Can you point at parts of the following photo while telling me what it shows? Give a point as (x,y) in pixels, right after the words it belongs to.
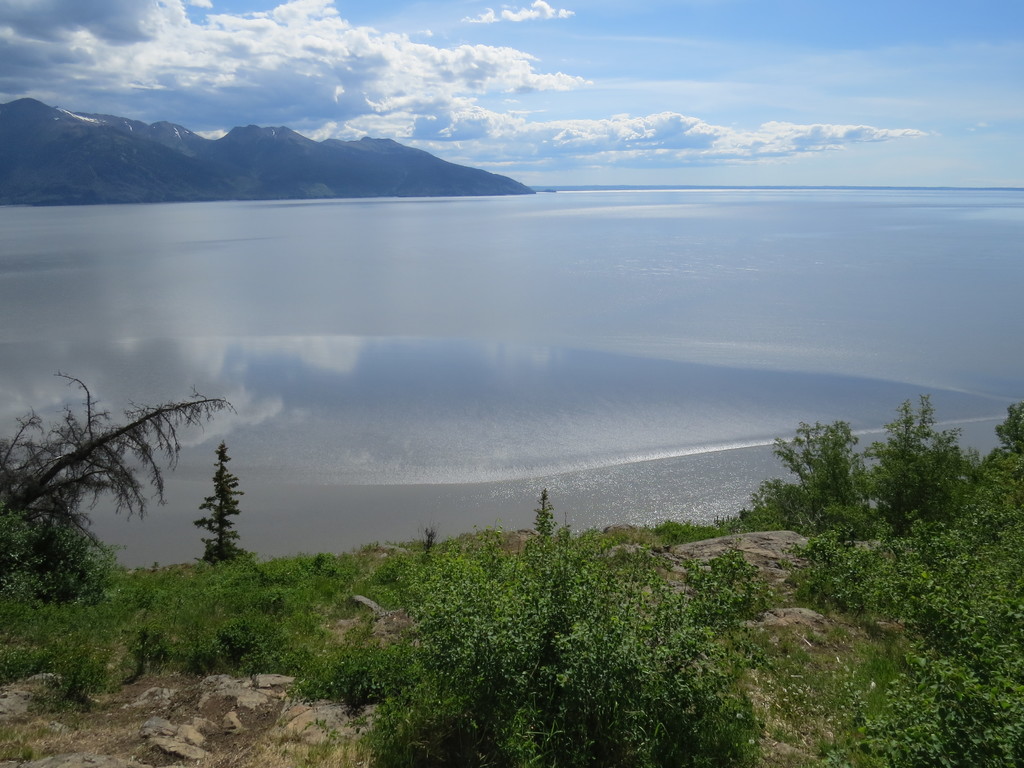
In this image, we can see some green plants (463,695), there is a sea (876,388) and we can see water (844,221), there are some mountains (36,202), at the top (766,59) there is a sky (701,51) and we can see clouds (309,56).
